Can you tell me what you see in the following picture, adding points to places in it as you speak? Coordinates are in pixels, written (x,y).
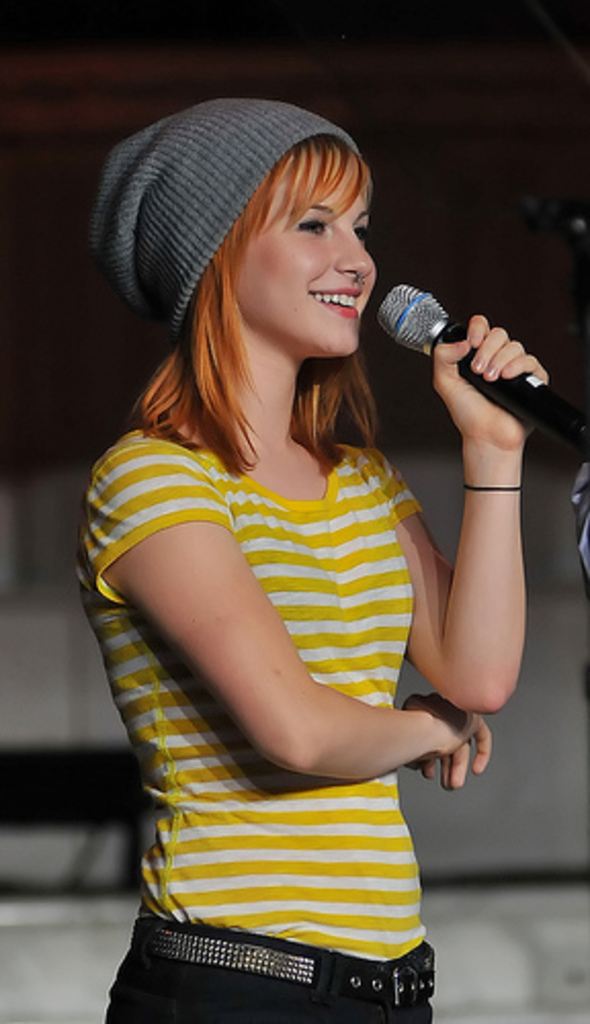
In this image there is a woman (129,216) standing and smiling by holding a microphone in her hand (440,388), and there is a dark background.
